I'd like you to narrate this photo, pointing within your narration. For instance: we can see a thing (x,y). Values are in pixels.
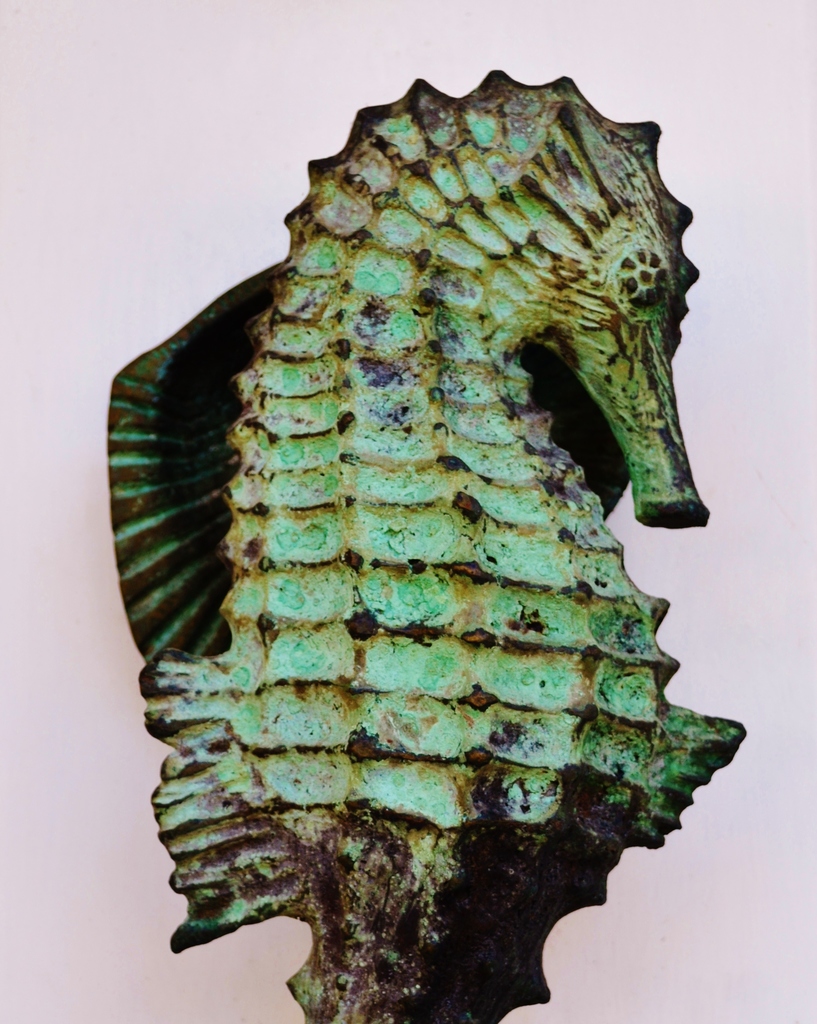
In this picture we can see a sculpture (434,560) of seahorse (393,699).
